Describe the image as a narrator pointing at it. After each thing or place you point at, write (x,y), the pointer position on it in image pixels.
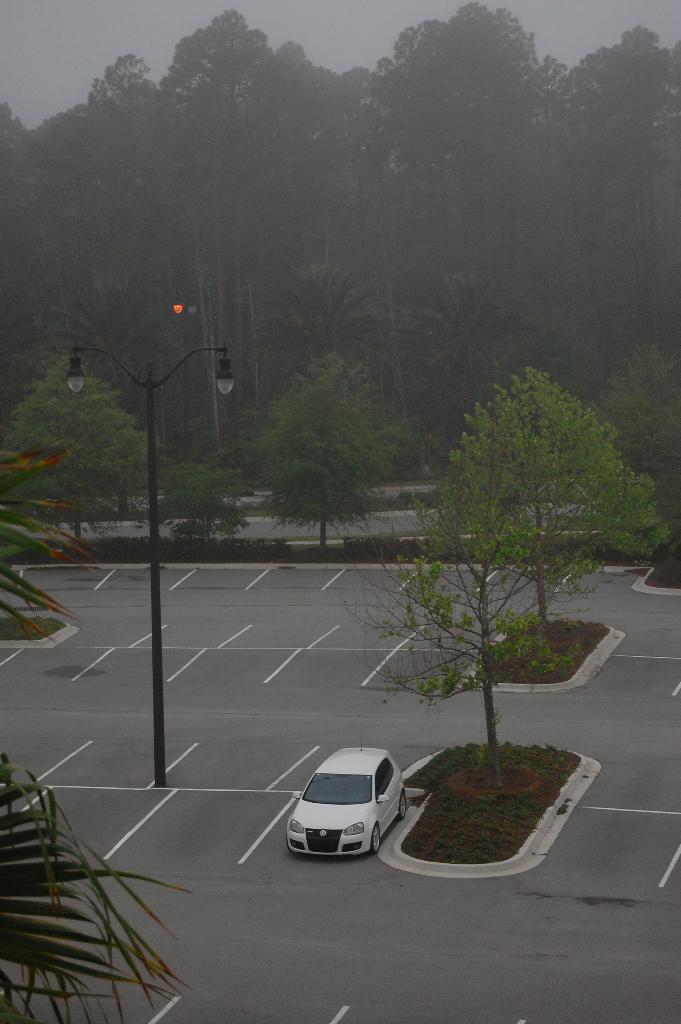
In this image I can see trees (195,389), light-poles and white color car (363,820) on road (430,942).
